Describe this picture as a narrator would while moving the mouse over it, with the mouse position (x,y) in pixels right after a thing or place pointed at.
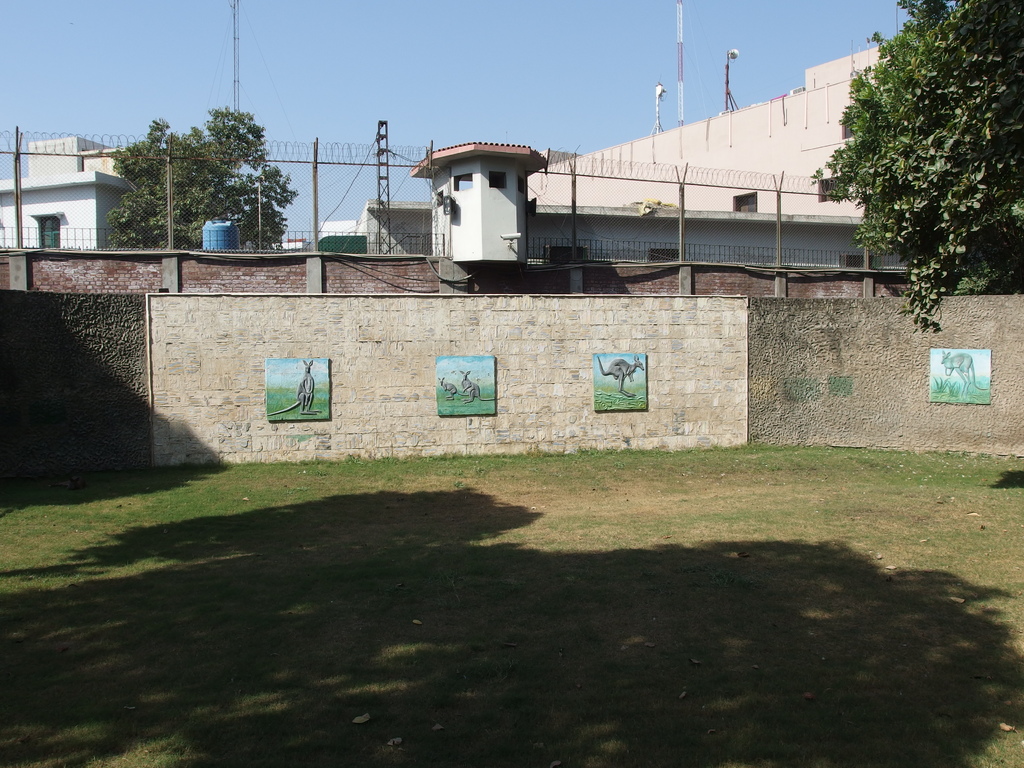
In this image, we can see trees (989,33), buildings (717,254), towers (513,172), poles (172,155) along with wires (341,145) and there are frames (636,399) placed on the wall (605,411). At the bottom (594,610), there is ground (688,613).
